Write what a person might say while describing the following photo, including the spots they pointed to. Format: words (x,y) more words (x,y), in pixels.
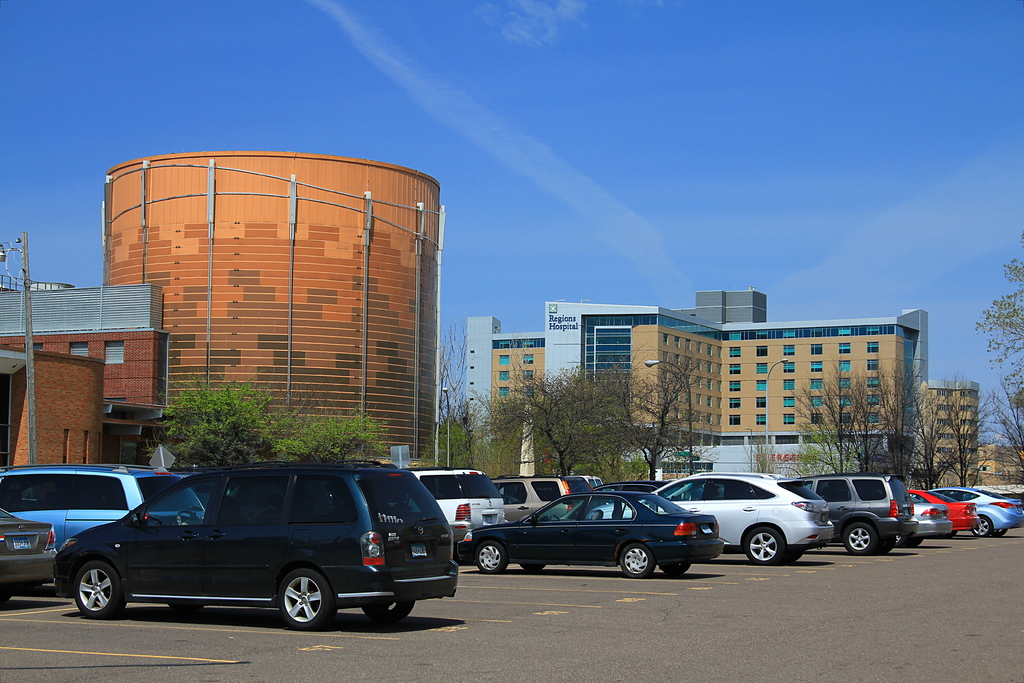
In this image, we can see some buildings (407,412), poles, trees (648,430) and vehicles (618,552). We can also see the ground (578,582) and the sky (665,275).
